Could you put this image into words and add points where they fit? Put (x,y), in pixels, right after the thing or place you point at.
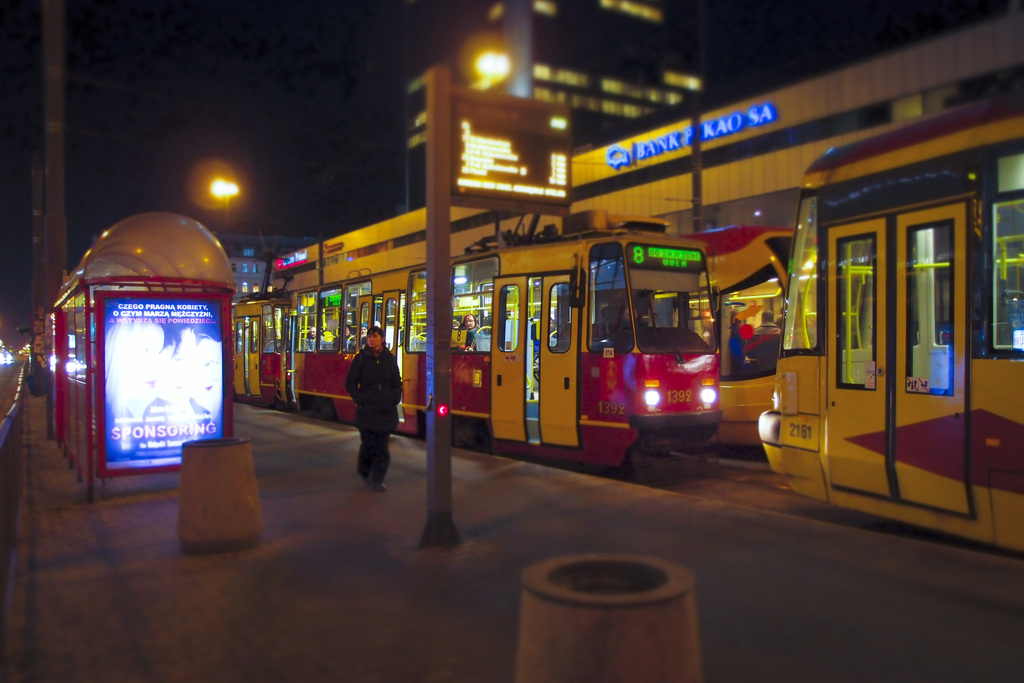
In this picture there are people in vehicles (317,384) and we can see poles (444,435), lights (480,77), boards (102,374) and objects (67,404). There is a person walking on path (277,429). In the background of the image (286,188) it is dark and we can see buildings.
